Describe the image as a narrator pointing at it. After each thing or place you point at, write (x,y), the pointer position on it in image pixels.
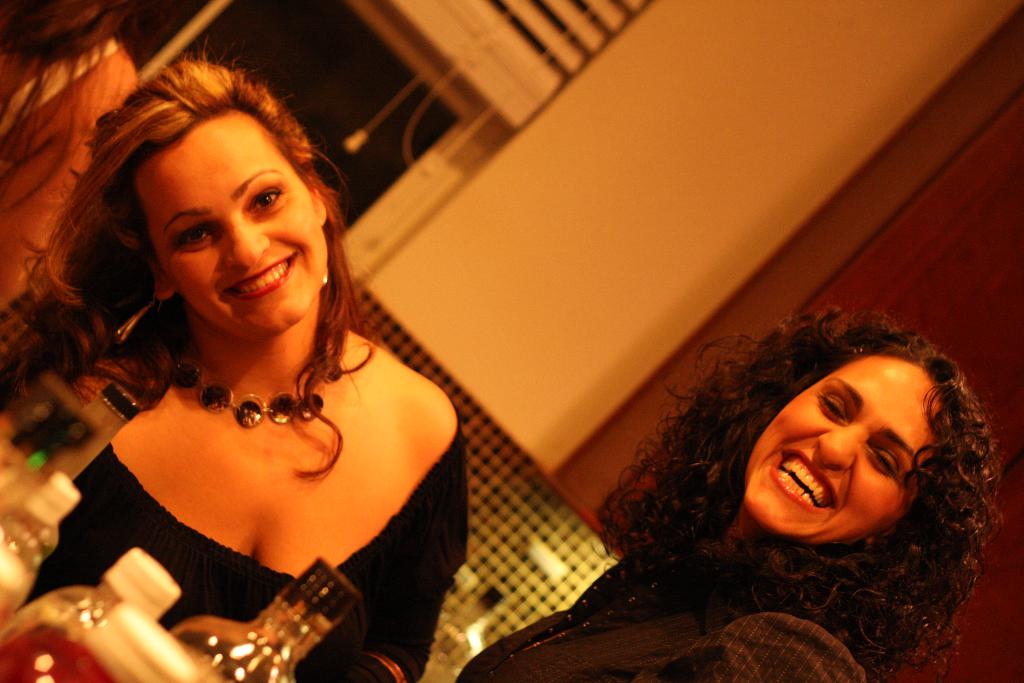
In the image we can see two women (650,580) wearing clothes (601,643) and they are smiling, a woman (296,463) is wearing neck chain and earrings (151,313). Here we can see the bottles (263,616), wall (567,260), window (424,132) and window blinds (519,30). It looks like there is another person (69,56), on the top left (59,74) wearing clothes (40,91).
